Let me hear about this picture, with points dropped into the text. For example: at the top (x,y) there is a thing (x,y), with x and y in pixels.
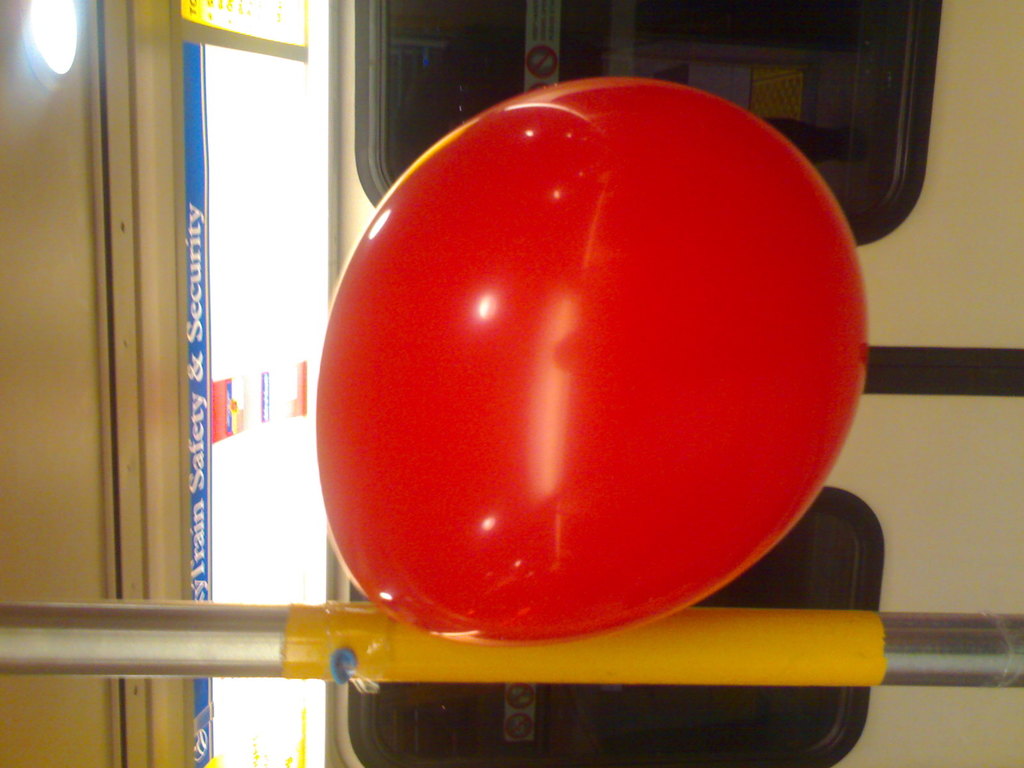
In front of the image there is a balloon (487,573) on the metal rod (374,632), behind the balloon (544,208) there are glass windows (756,74), beside the balloon (475,265) there is a poster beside the door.
